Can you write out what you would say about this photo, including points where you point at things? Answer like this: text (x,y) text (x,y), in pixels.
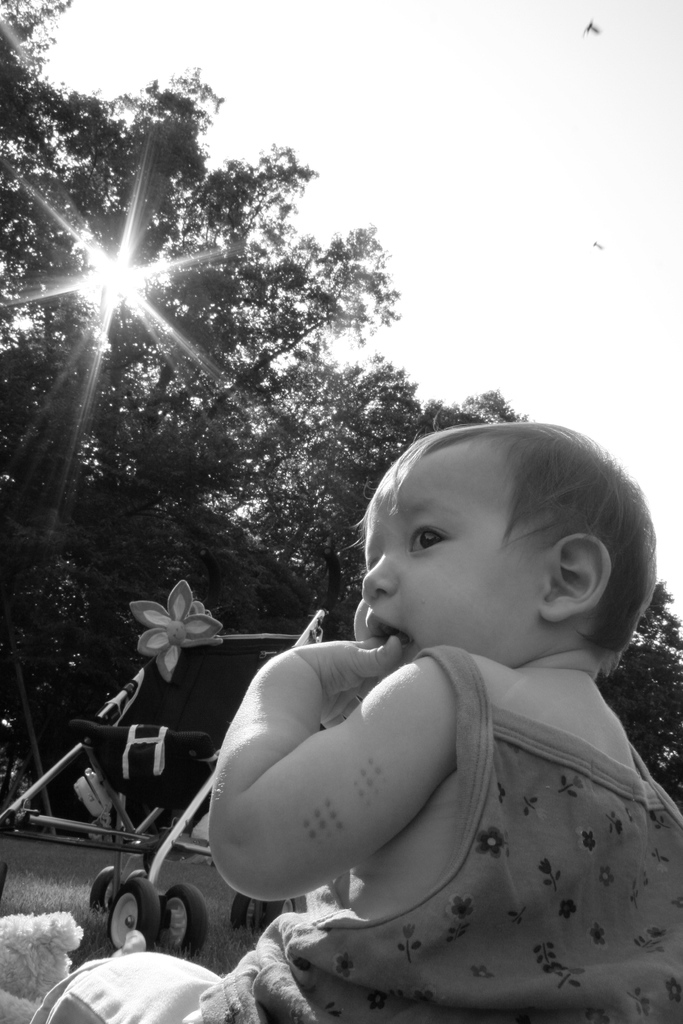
In this picture we can see a child (340,655), vehicle (20,801) on the ground (63,874), trees (100,634) and in the background (344,107) we can see the sky (520,282).
